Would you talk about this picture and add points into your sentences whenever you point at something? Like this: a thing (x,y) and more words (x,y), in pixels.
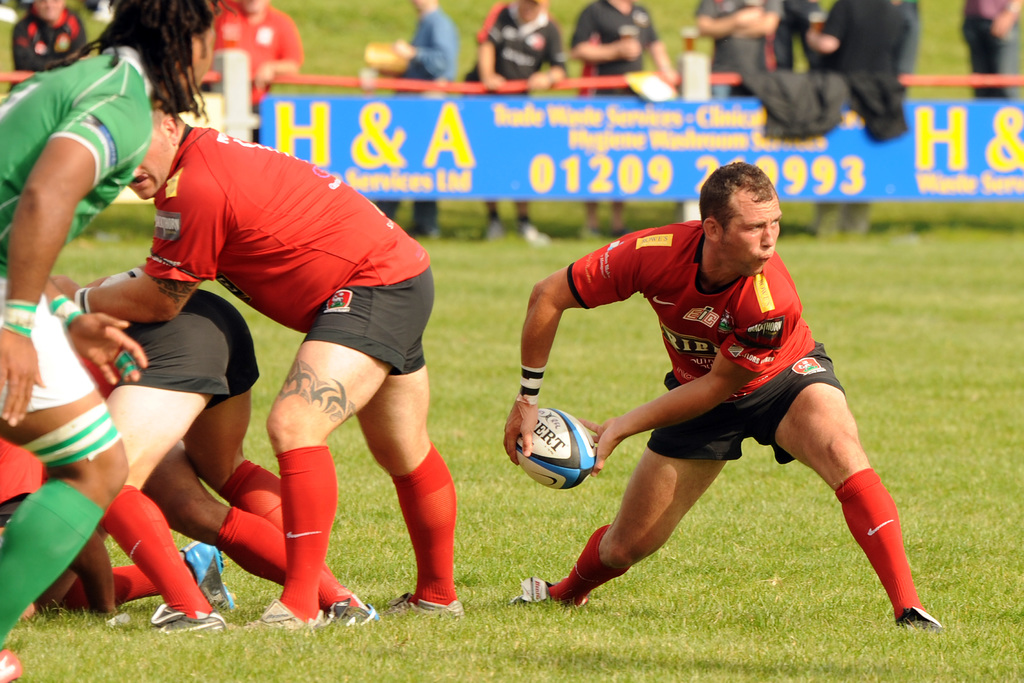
This picture shows a group of people (125,309) playing rugby.
